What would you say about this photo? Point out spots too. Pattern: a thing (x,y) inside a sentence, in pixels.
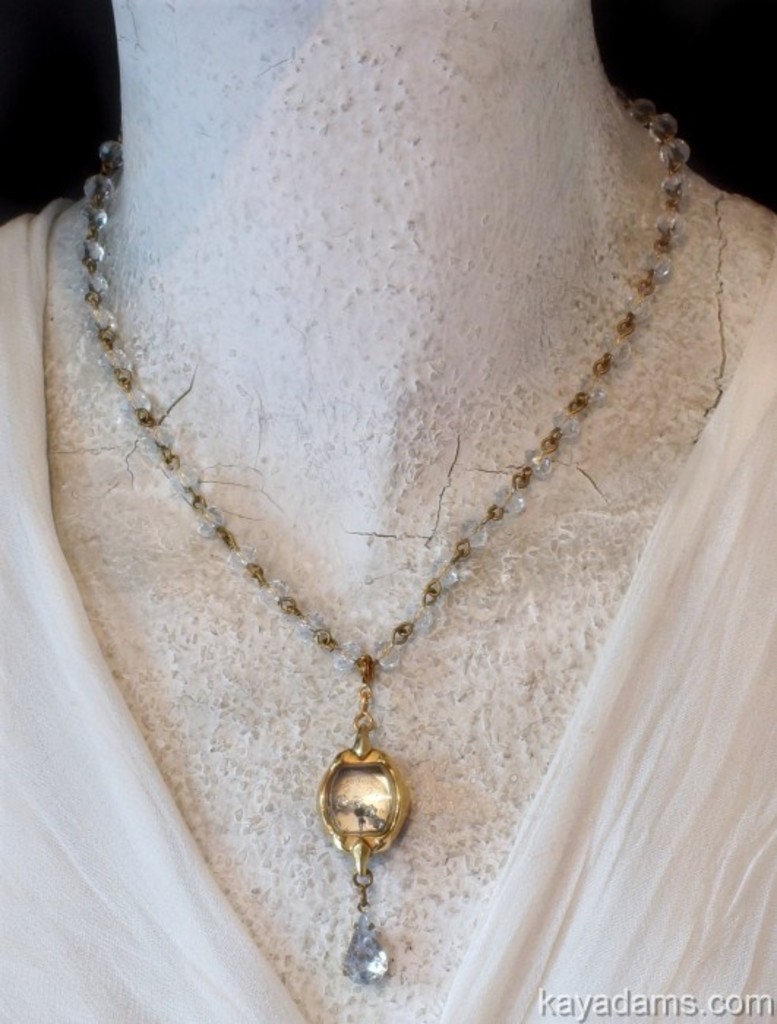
In this picture there is a mannequin (173,616), to the mannequin (156,329) there is a necklace (91,233) and a white cloth (617,889).
